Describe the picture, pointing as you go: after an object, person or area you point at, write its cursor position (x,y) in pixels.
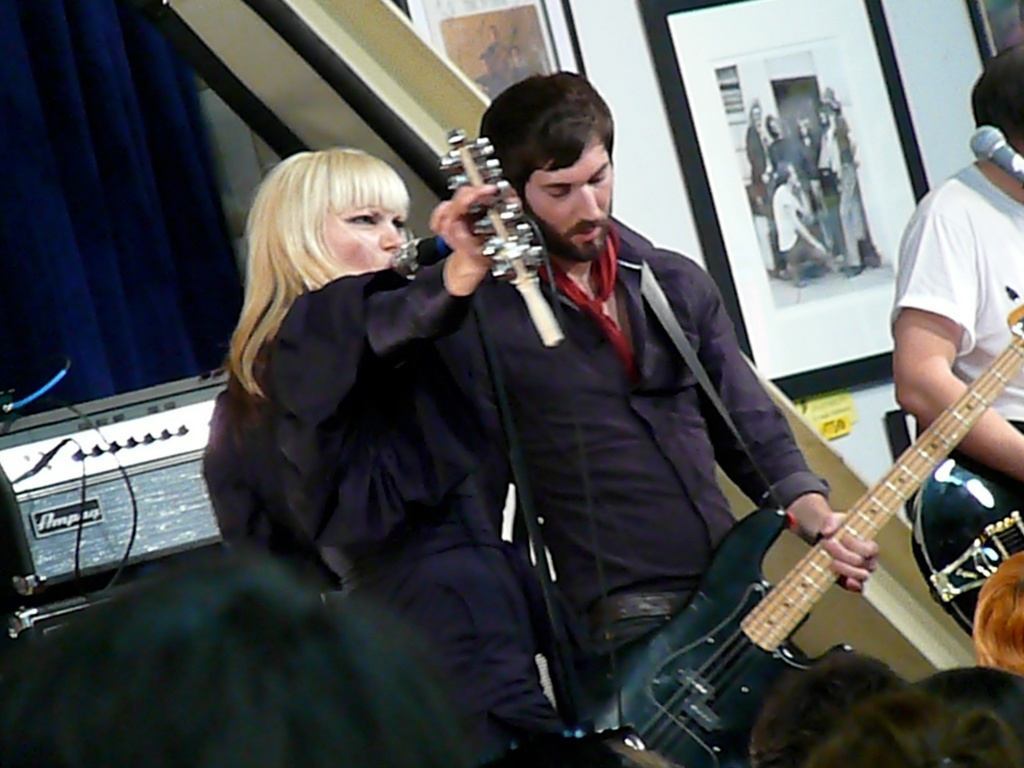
In this picture we can see a group of people (999,610) where two men (568,323) are holding guitars (935,441) with their hands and a woman (344,190) singing on mic (417,247) and in the background (24,180) we can see a curtain (114,162), frames (669,82).
